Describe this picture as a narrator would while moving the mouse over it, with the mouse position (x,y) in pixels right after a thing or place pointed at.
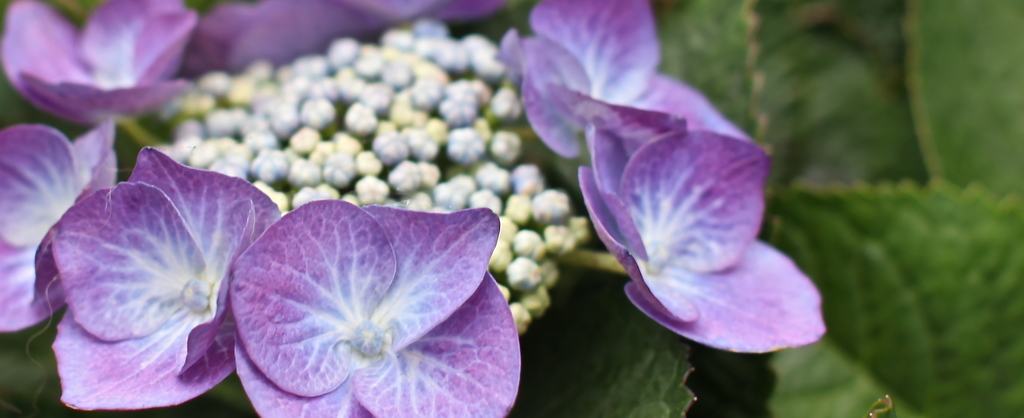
In the picture we can see some flowers (293,217) which are in violet and white color and there are leaves (776,117) which are in green color.
